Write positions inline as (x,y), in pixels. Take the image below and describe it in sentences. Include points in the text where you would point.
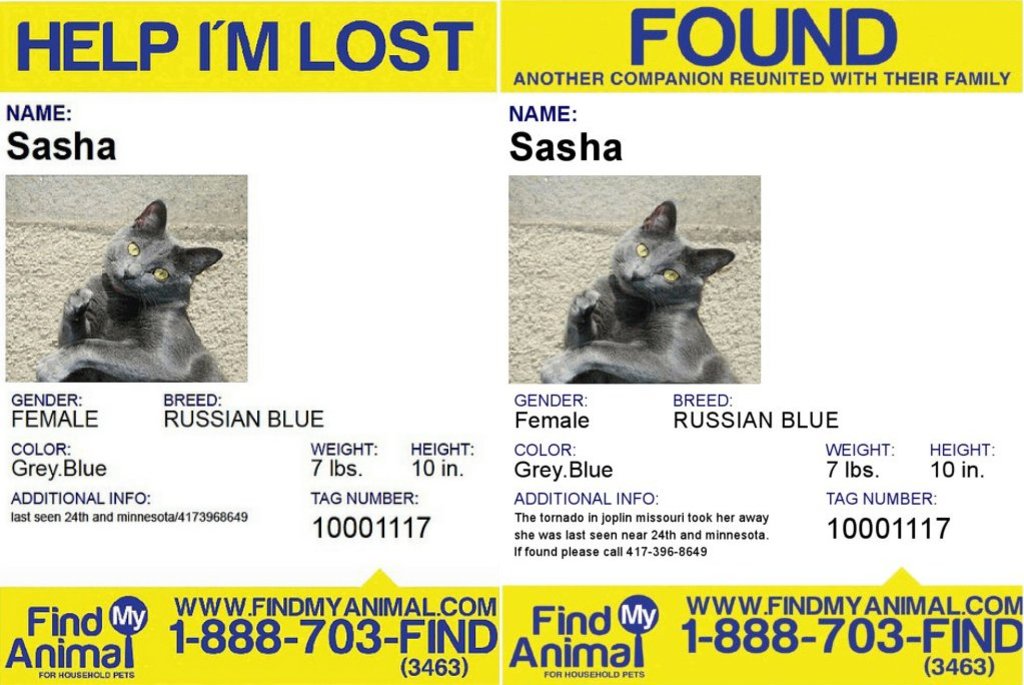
Here in this picture we can see posters (315,261) present and we can see a cat picture (513,290) on it and we can see some text (288,414) written on it over there.
